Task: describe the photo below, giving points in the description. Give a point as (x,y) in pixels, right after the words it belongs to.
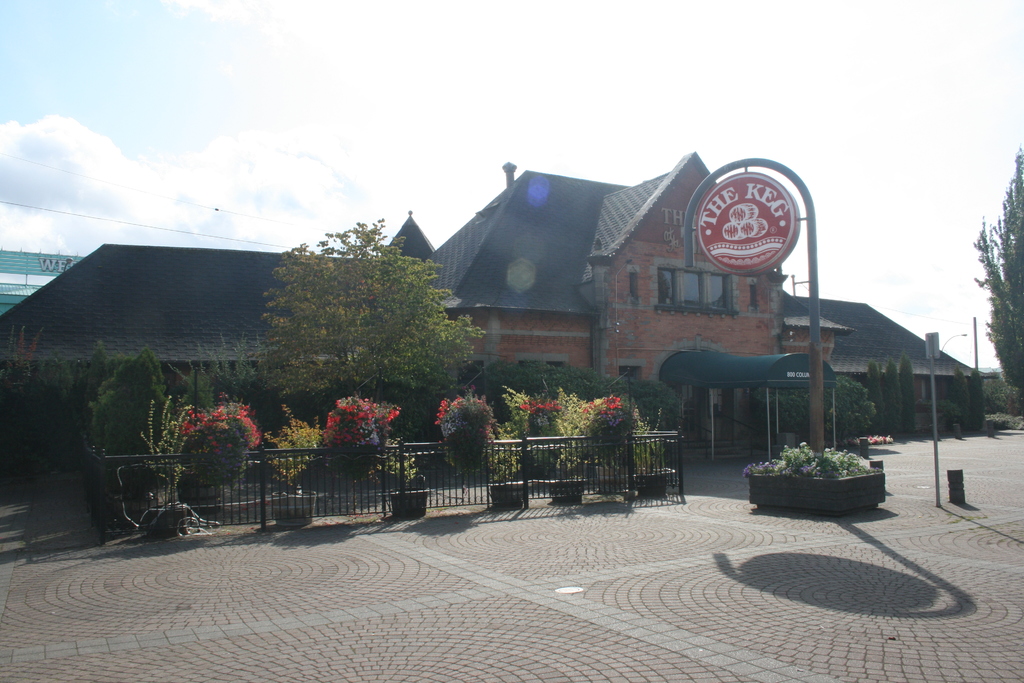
There are flower plants (503,469), pole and a boundary (646,457) in the foreground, it seems like a house (586,297), poles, tree (1013,315) and sky (874,209) in the background area (967,165), it seems like a poster (48,269) on the left side (61,264).
